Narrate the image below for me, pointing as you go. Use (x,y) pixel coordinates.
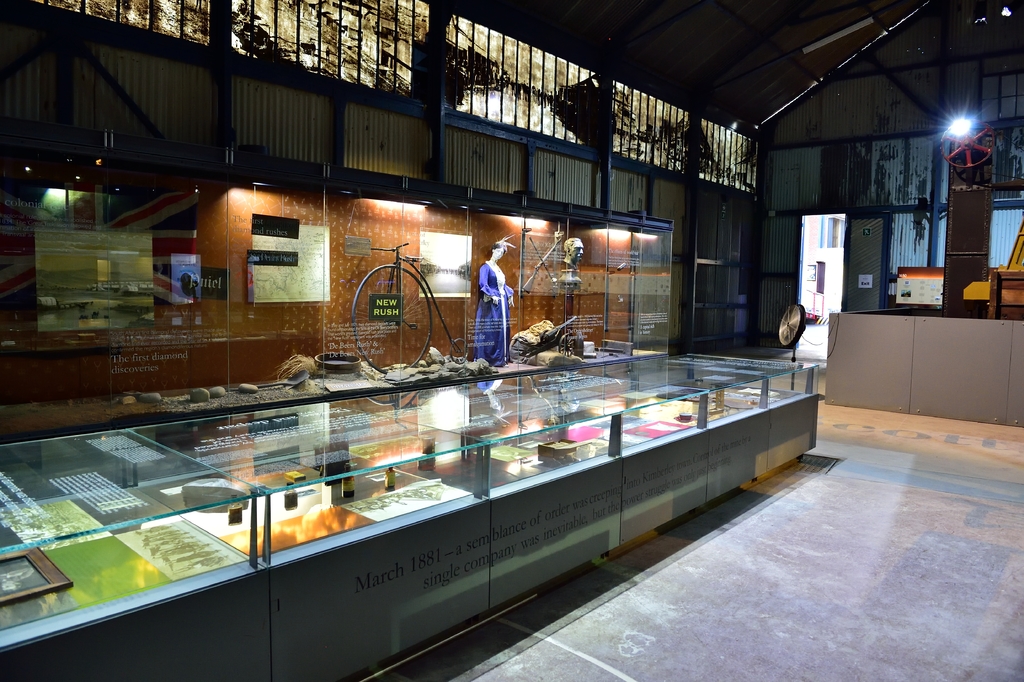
This is an image clicked inside the shed (123,106). On the left side (176,536) there is glass table (360,465). At the back (420,283) there is another glass (361,343), behind it there is a mannequin (477,343) and a metal object (393,338) and few stones (386,382) are placed on the ground (110,405) and also I can see few posters (129,327) are attached to the wall (398,221). On the right side (939,361) there is a partition (959,370) and a board (919,279) and some other objects (1019,287). In the background (902,178) there is a wall (828,166). In the top right (967,133) there is a light (962,135). At the bottom (851,589), I can see the floor (911,561).
